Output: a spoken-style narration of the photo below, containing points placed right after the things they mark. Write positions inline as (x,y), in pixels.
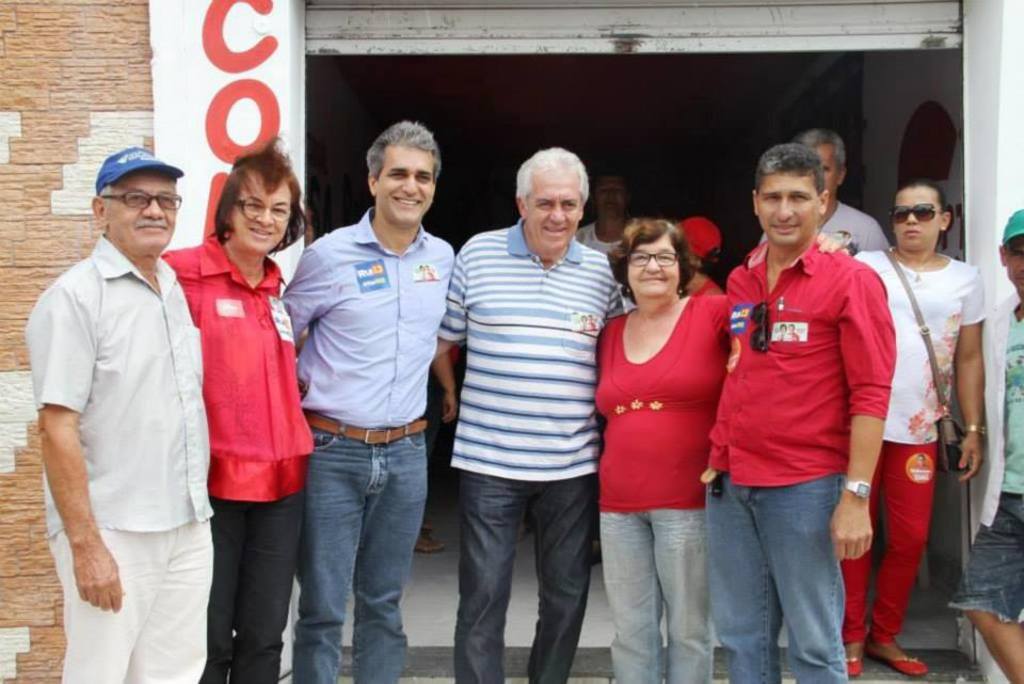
In this image there are persons (489,394) standing and smiling. In the background (221,74) there is a wall (222,87) and on the wall (222,87) there is some text (234,96) which is visible and there are persons (958,268) standing in the background (930,247).
